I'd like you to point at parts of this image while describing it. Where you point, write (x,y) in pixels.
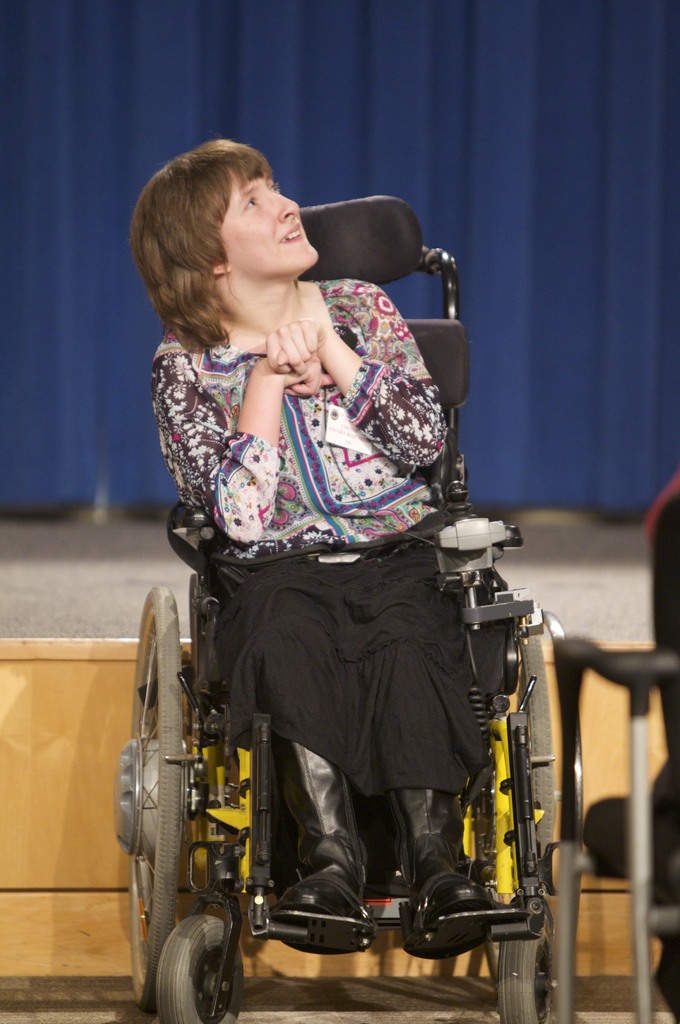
In this image we can see a woman (330,732) sitting on the wheelchair (214,801). In the background (84,451) we can see the stage (6,796), blue color curtain (86,464) and we can also see a chair (643,1011) on the right (615,844).
